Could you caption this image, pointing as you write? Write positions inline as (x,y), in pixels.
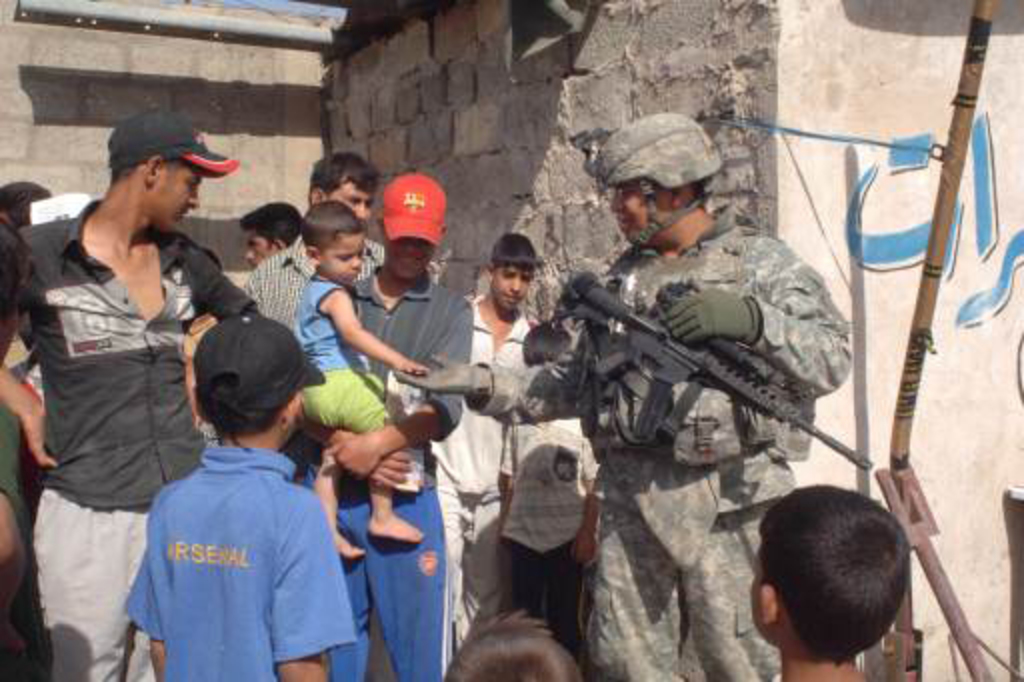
In this picture I can see number of people (387,335) in front (275,287) who are standing and I can see a man (678,492) on the center (674,299) right of this picture (689,269) who is wearing army uniform (657,294) and is carrying a gun (601,294). In the background (10,10) I can see the walls (257,116).
